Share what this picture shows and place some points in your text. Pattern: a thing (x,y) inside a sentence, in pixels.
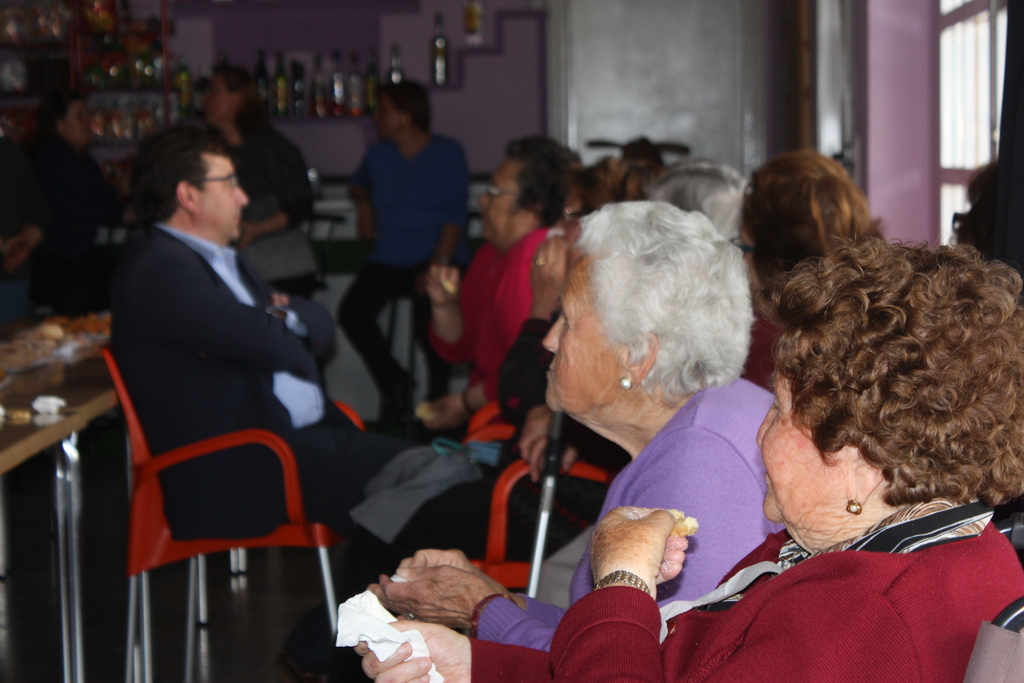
In this picture we can observe some people (291,376) sitting in the chairs (295,514). There are men (206,247) and women (698,413). We can observe a man (216,362) wearing a blue color coat (217,403). Behind him there are brown color tables (68,387). In the background (332,95) we can observe some wine bottles (317,92) placed in the rack (146,130). On the right side (948,148) there is a window (944,133).
